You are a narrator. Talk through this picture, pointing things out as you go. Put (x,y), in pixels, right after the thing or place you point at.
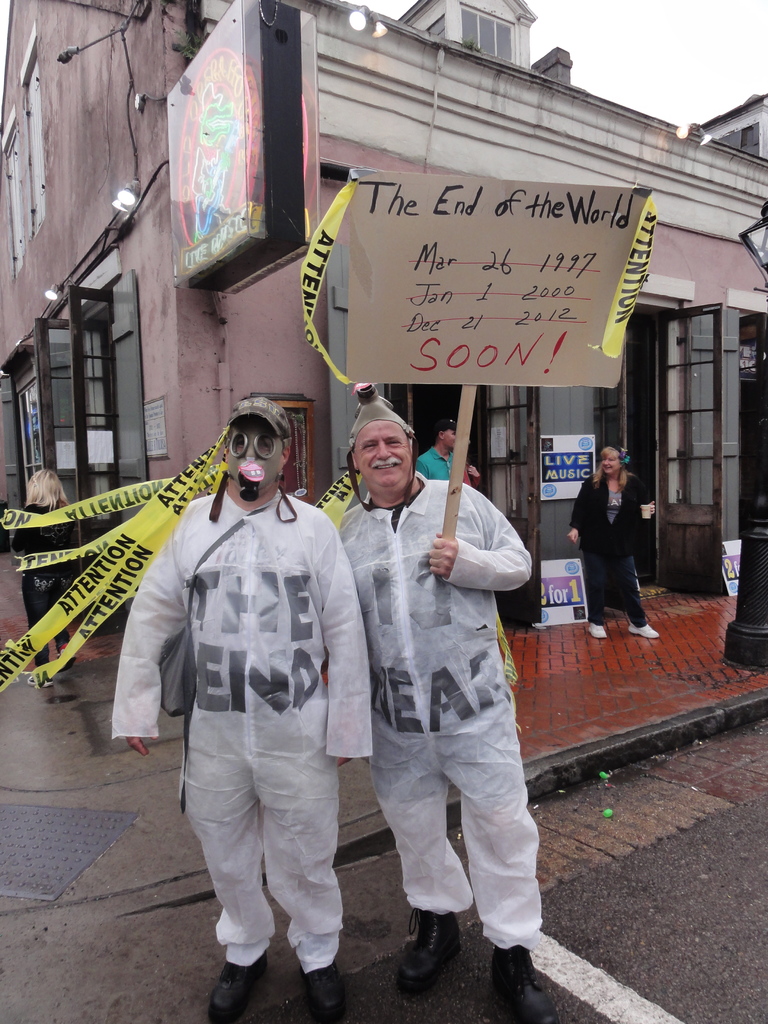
In this picture we can see a cap (269,419), poster (397,237) and two people (265,714) standing on the road (179,916) and at the back of them we can see buildings (15,104), windows (755,126), doors (513,428), posters (572,580), lights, board (273,209), some people (613,485) and some objects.
